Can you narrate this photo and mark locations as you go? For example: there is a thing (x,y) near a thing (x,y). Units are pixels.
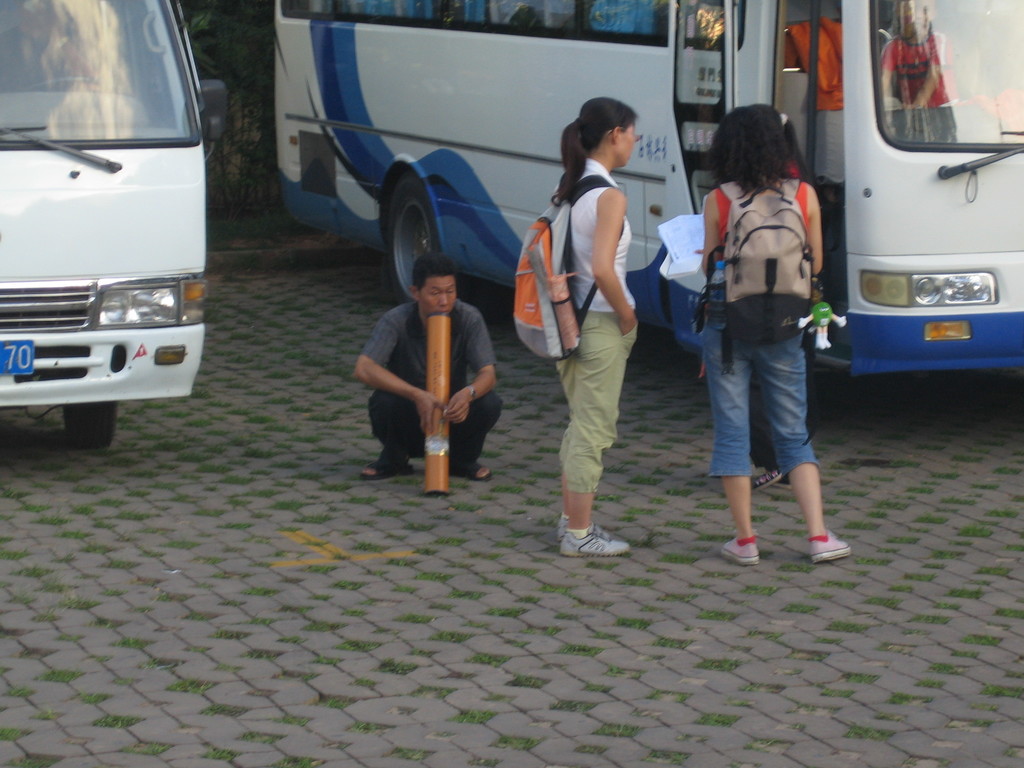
In this picture there are people (755,128) in the center of the image (420,432) and there are buses (300,167) and a tree (256,99) in the background area of the image (284,154).
